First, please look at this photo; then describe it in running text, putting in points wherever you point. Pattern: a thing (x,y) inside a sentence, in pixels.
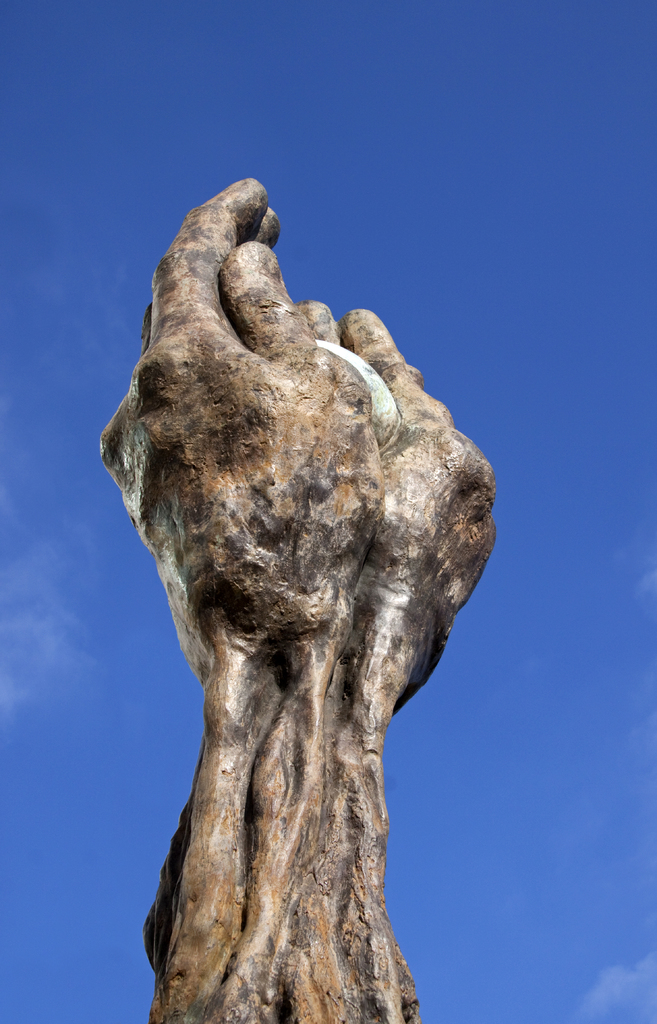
In this image, we can see a statue (348,642) carved on a stone (189,237), in the background (288,53) we can see the blue sky (305,83).
